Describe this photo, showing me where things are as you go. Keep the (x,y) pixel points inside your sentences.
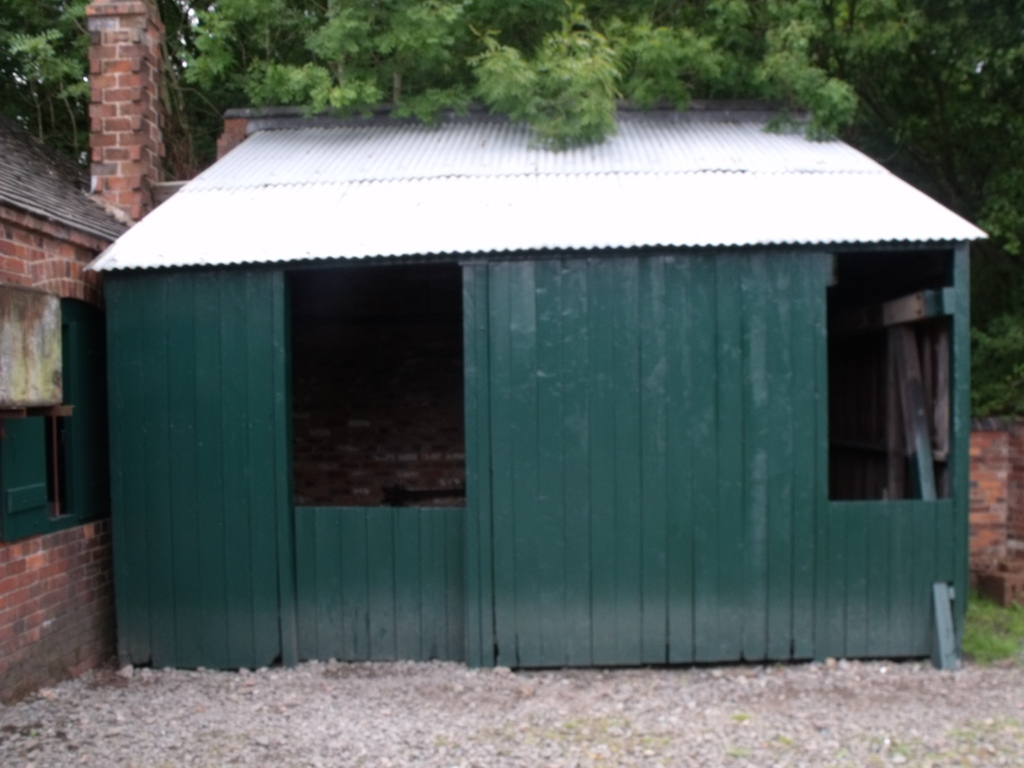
In this image we can see a shed (615,241) with a roof (651,242). On the left side of the image (97,418) we can see a house (68,373) with a window (65,422). At the top of the image (599,28) we can see a group of trees (592,56).
